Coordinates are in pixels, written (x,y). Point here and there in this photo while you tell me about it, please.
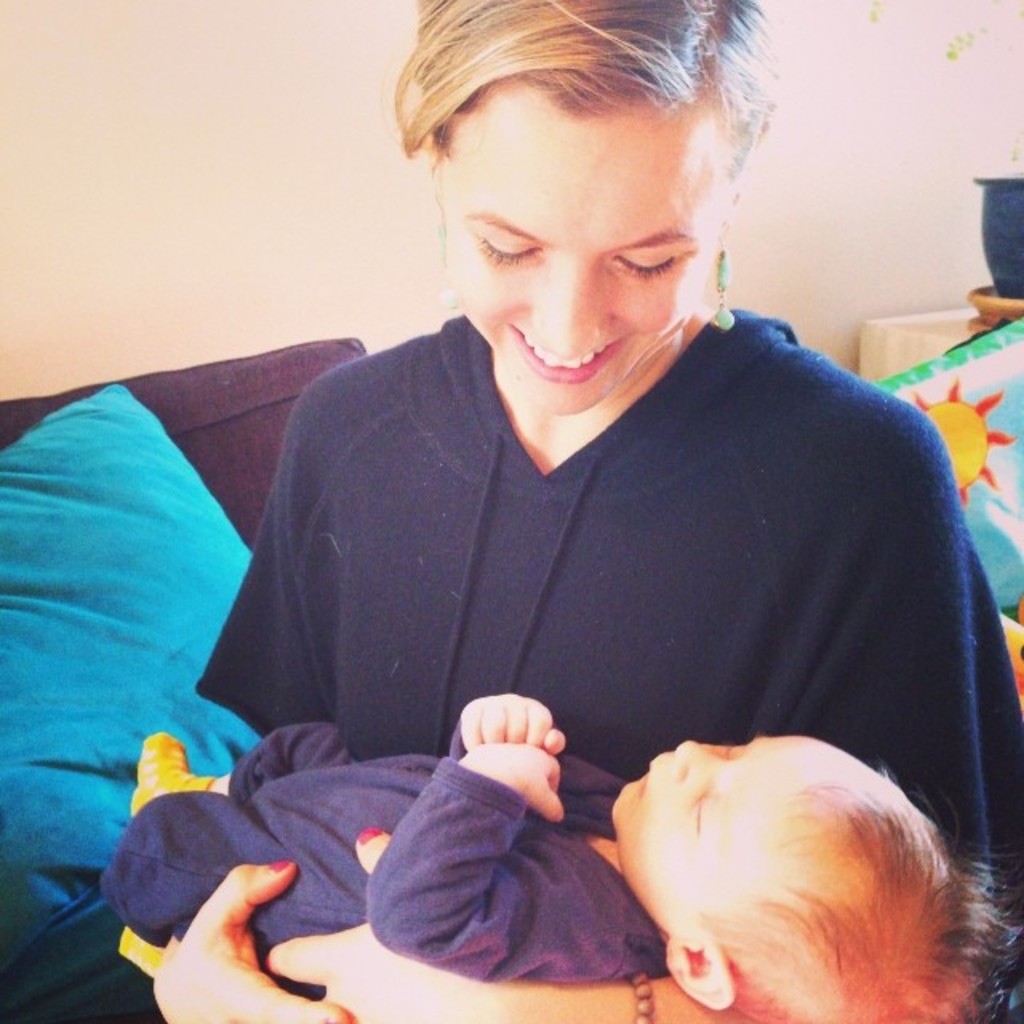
In this picture I can see a woman (539,105) who is smiling and I see that she is holding a baby (310,846) and behind her I see few cushions (73,651) which are colorful. In the background (14,270) I see the wall (822,76) and on the top right of this picture (1009,223) I see the blue and brown color things (992,219).
